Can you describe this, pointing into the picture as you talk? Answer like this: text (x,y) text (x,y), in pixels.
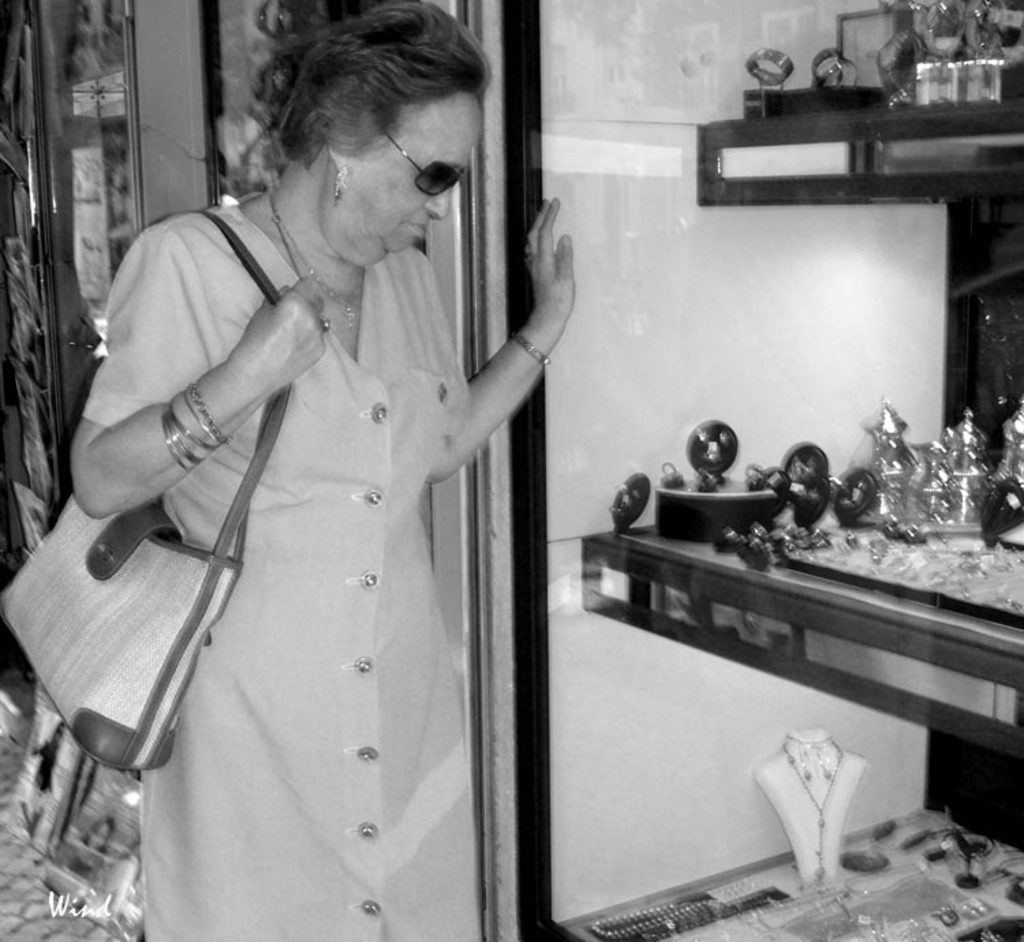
In this image I can see a woman (193,822) is standing on the left side (120,511). I can see she is wearing bangles (204,415), and necklace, shades (429,182) and I can also see she is carrying a bag (277,425). On the right side of this image (1019,588) I can see number of things (1017,444) on the shelves (865,132) and in the front of them I can see a glass wall (616,444). I can also see this image is black and white in color and on the bottom left side of this image (87,897) I can see a watermark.
